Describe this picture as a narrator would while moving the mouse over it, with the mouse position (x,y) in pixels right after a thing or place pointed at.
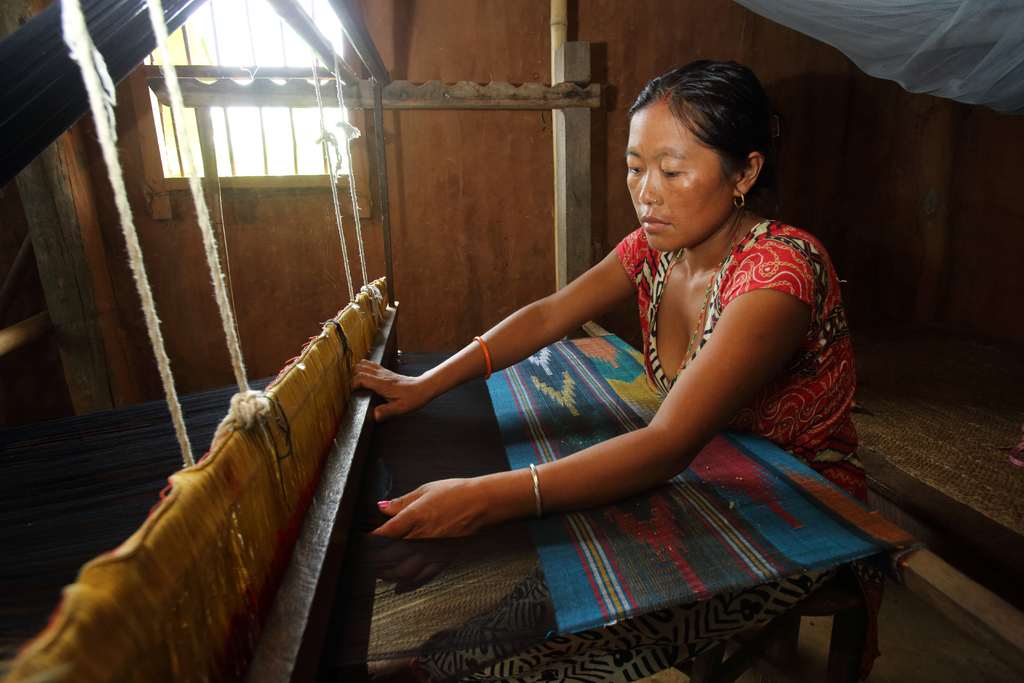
In the image there is a woman (496,332) weaving a saree (375,523) and behind the woman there is a wall (414,213) and there is a window (249,34) on the left side of the wall (345,195).
